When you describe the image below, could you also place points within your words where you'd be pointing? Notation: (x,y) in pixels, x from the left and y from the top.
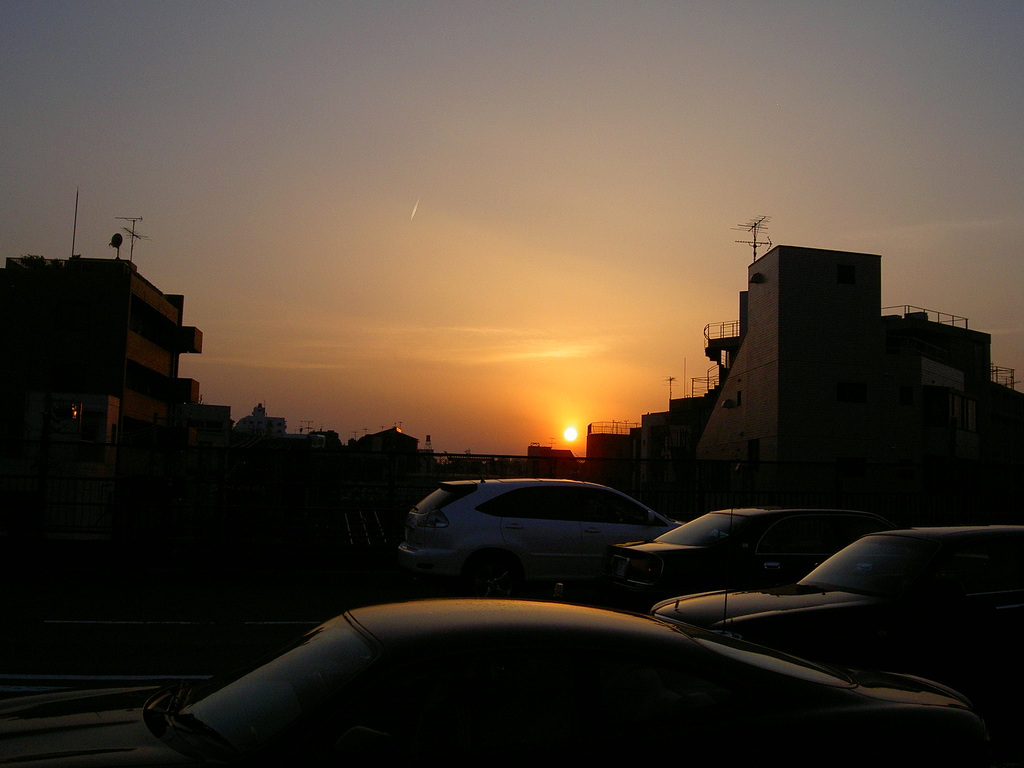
In this image we can see cars (526,642) on the road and there are buildings (904,465). In the background (584,432) there is sky (438,332) and we can see the sun (566,435).
